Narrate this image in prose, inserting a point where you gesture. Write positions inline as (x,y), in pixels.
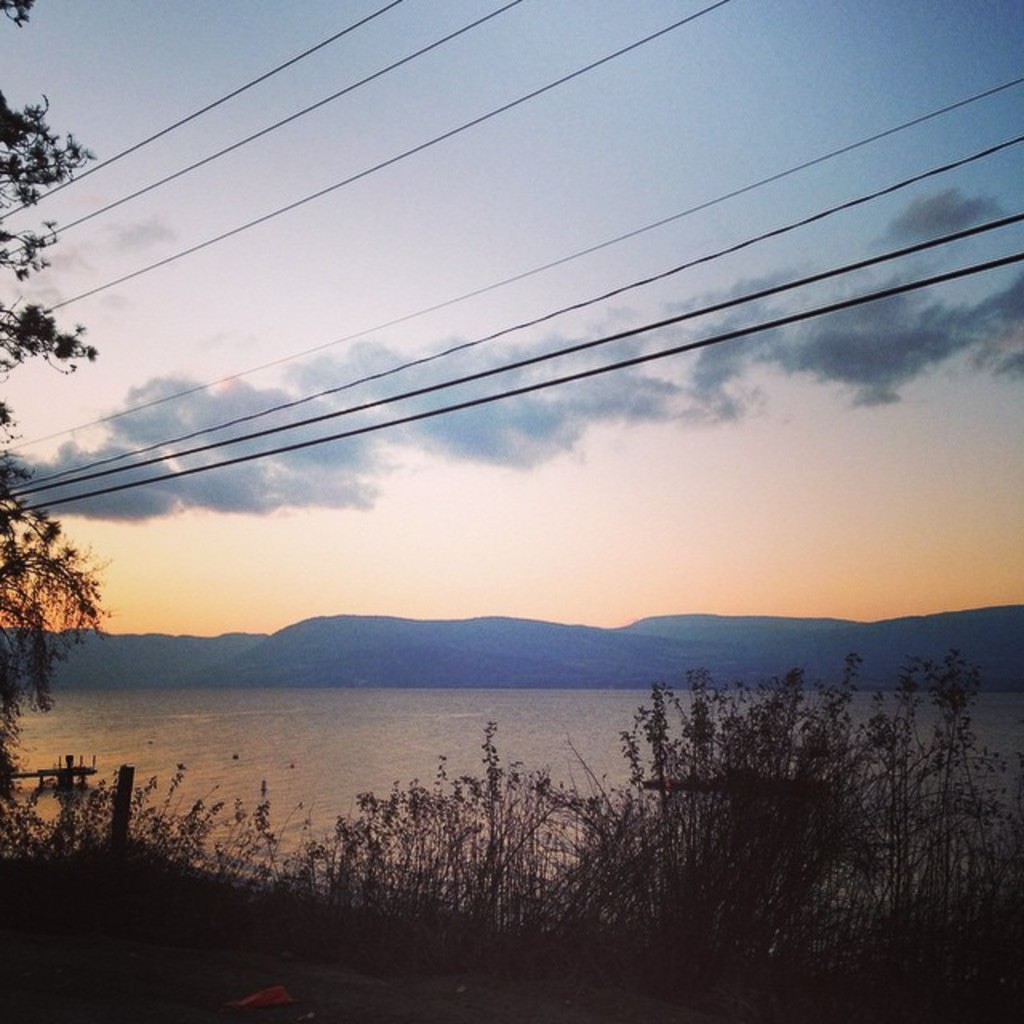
In the image we can see the water (296,728), plants (495,795) and the hills (394,652). Here we can see electric wires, tree (16,624) and the cloudy sky (648,448).
